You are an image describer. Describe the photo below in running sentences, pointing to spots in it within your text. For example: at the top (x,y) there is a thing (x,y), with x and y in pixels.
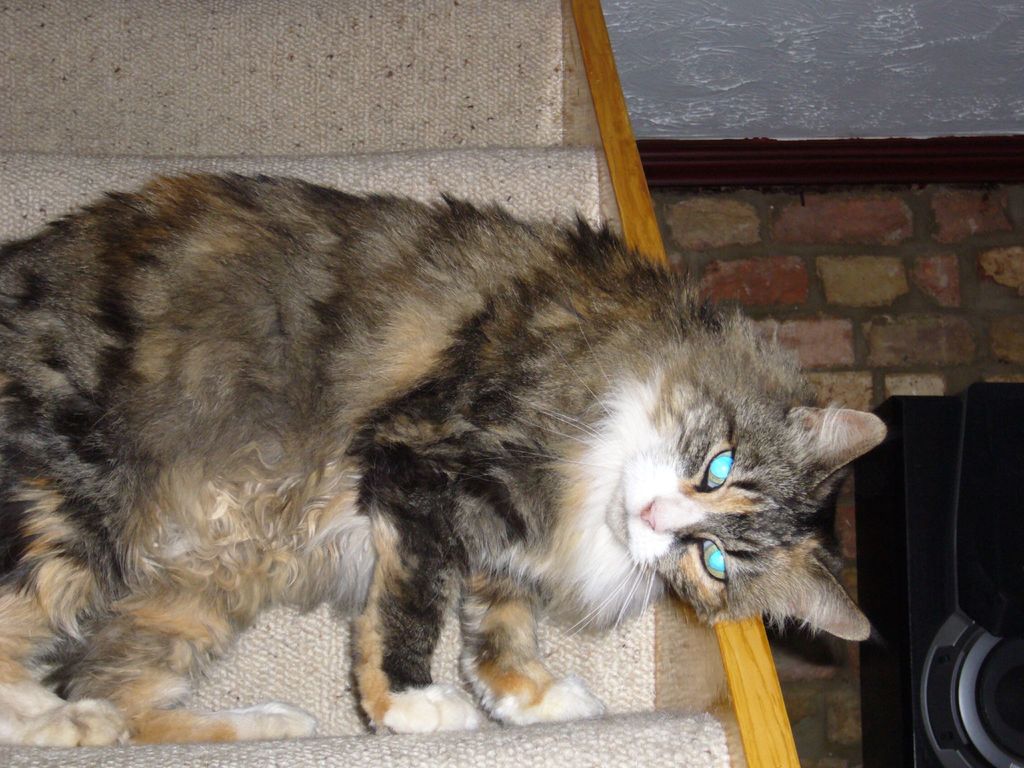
In this picture I can see a cat (437,481) on the left side (140,468), there is a wall (835,344) on the right side (880,373).
